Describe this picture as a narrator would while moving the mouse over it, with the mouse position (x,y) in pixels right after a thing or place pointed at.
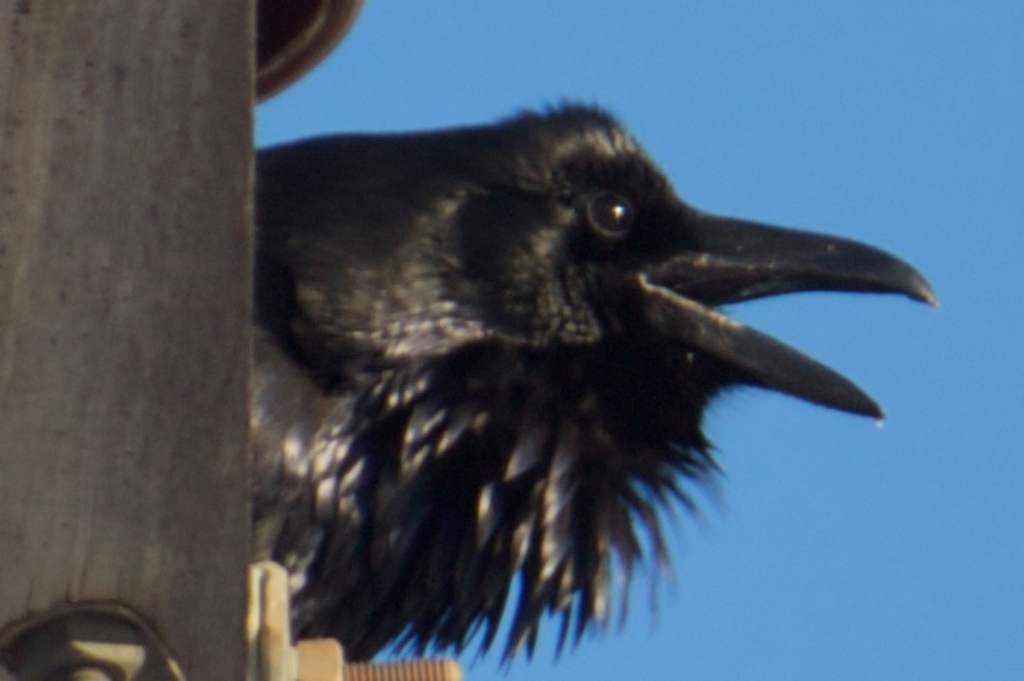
In this image there is a black color bird (432,408) in the middle of this image (480,412). There is one object (165,315) is on the left side (164,416) it seems like a current pole (160,406). There is a blue color sky (794,434) in the background (749,120).
